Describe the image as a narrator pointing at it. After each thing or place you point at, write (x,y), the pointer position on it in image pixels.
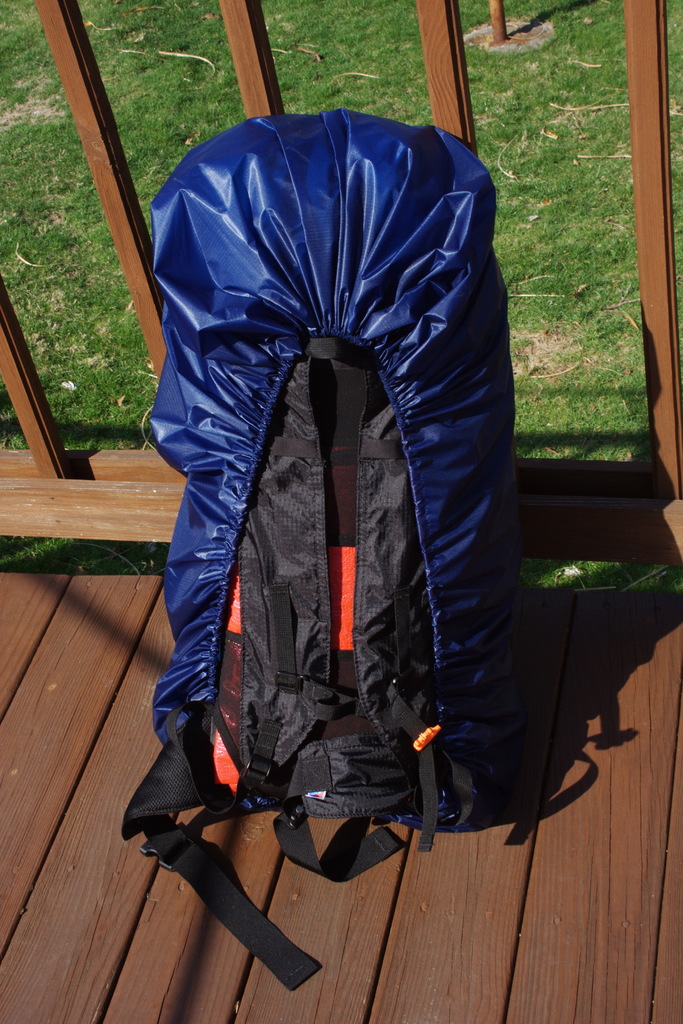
In this picture we can see a backpack (389,381) in blue colour. This is a fresh green grass (377,83). We can see a fence (634,84) here.
